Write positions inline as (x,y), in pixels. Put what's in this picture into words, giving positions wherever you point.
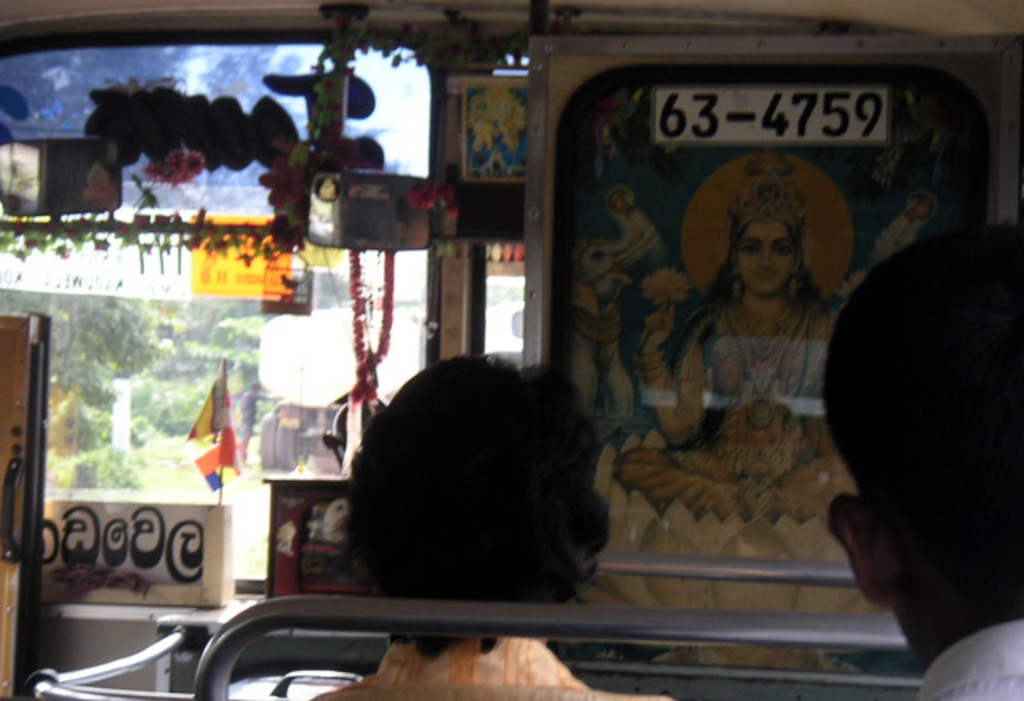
In this image we can see an inside of a vehicle (761,570). There are two persons (472,590) and metal objects (460,619). Behind the persons (577,430) we can see a poster (584,373) of a god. There is a mirror (366,214), decorative items (145,181), a board (162,521) with text (152,539), poster (219,290) and a glass (265,350). Through the glass (267,382) we can see a person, vehicle (288,339), grass (157,468), plants (139,390) and the trees (121,333).
